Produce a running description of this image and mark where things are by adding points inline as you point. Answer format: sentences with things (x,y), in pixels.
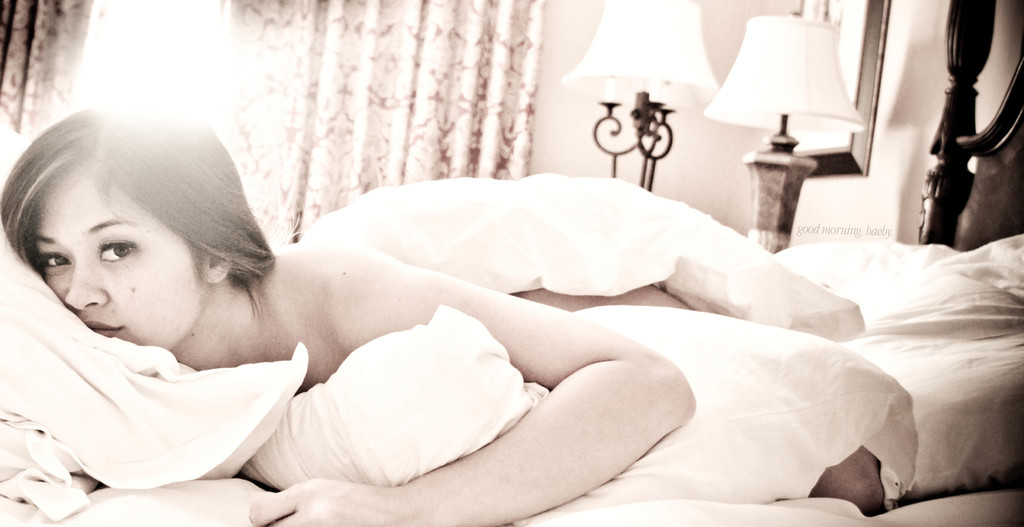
In this image I can see a woman (328,289) is lying on the bed (643,490) which is white in color. I can see two pillows (387,393) which are white in color and a bed sheet (685,268) which is white in color on the bed (935,305). In the background (374,82) I can see the wall (564,96), the window (143,32), the curtain (366,64), a photo frame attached to the wall (898,122) and 2 lamps (776,118).
